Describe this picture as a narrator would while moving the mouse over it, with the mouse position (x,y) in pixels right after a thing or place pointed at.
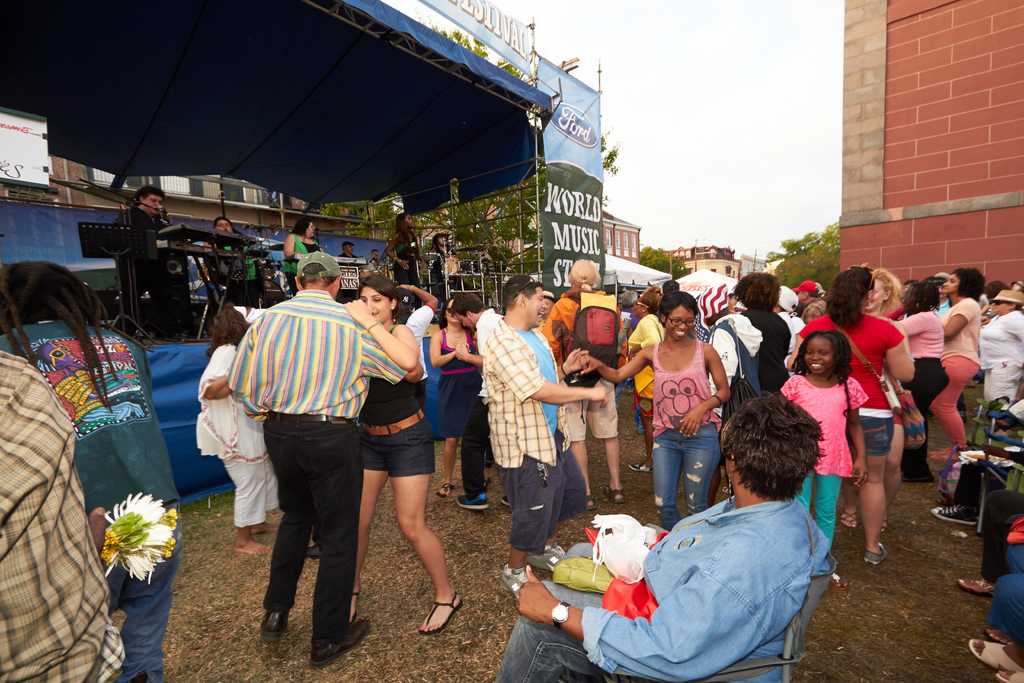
In this image we can see a group of persons (551,467) and among them few persons (551,467) are dancing. Behind the persons (551,467) we can see a stage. On the stage (22,245) we can see musical instruments (210,243) and persons (296,279). At the top (343,125) we can see a roof (416,117) with a cloth (353,165) and banners (566,248) with text (557,234). In the background (507,250), we can see the trees (647,250) and buildings (750,269). On the right side (918,287), we can see a wall (955,135) and few persons (970,369) standing. At the bottom (779,613) we can see a person (605,624) on chairs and the person (613,638) is carrying objects (637,590). On the left side (92,363), we can see a person (139,475) holding a flower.
